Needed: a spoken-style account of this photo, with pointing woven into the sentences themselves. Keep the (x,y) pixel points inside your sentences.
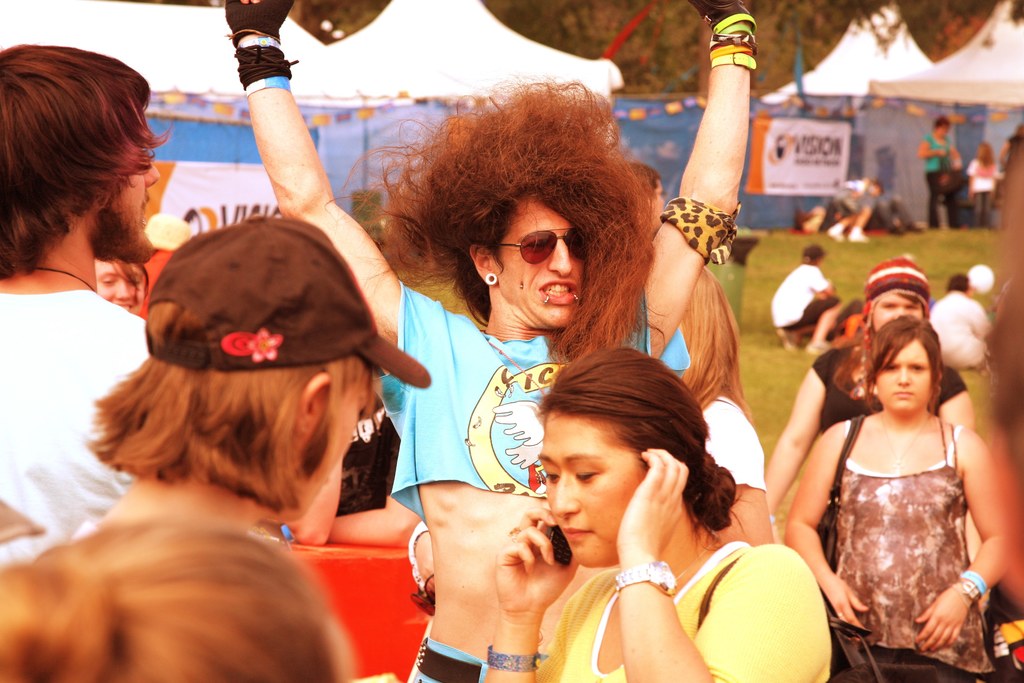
In this image I can see a group of people (588,422). In the background (946,263), I can see the grass (842,268).
